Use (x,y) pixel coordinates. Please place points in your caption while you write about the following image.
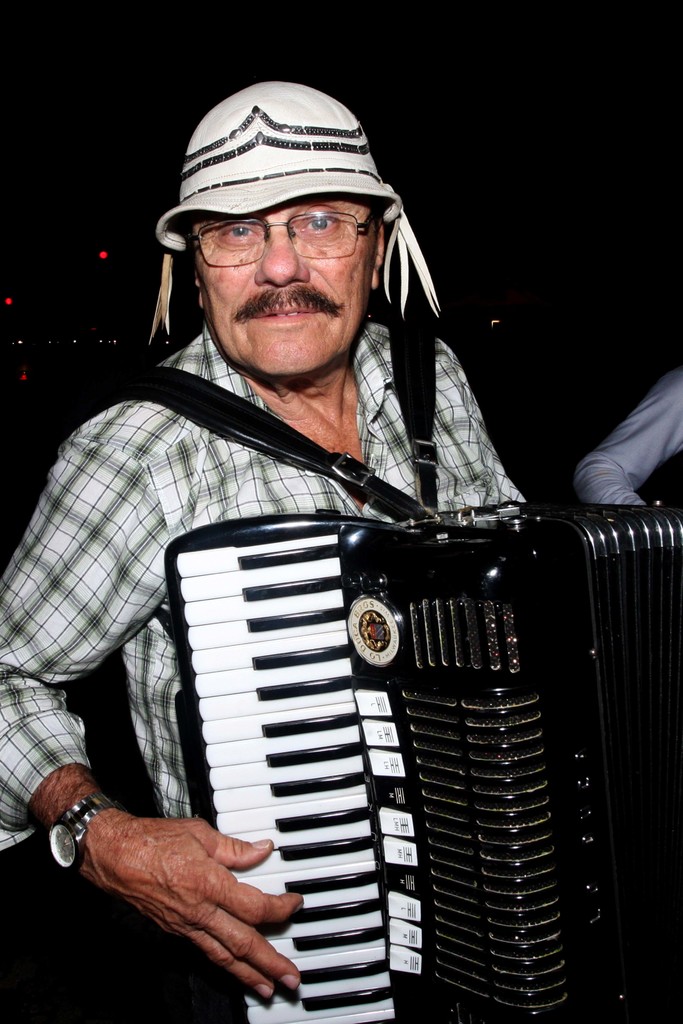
In this image we can see a man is playing musical instrument (401,691) and carrying it on his shoulders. In the background (101,162) the image is dark but we can see a person's hand (679,411) on the right side (660,400) and lights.
